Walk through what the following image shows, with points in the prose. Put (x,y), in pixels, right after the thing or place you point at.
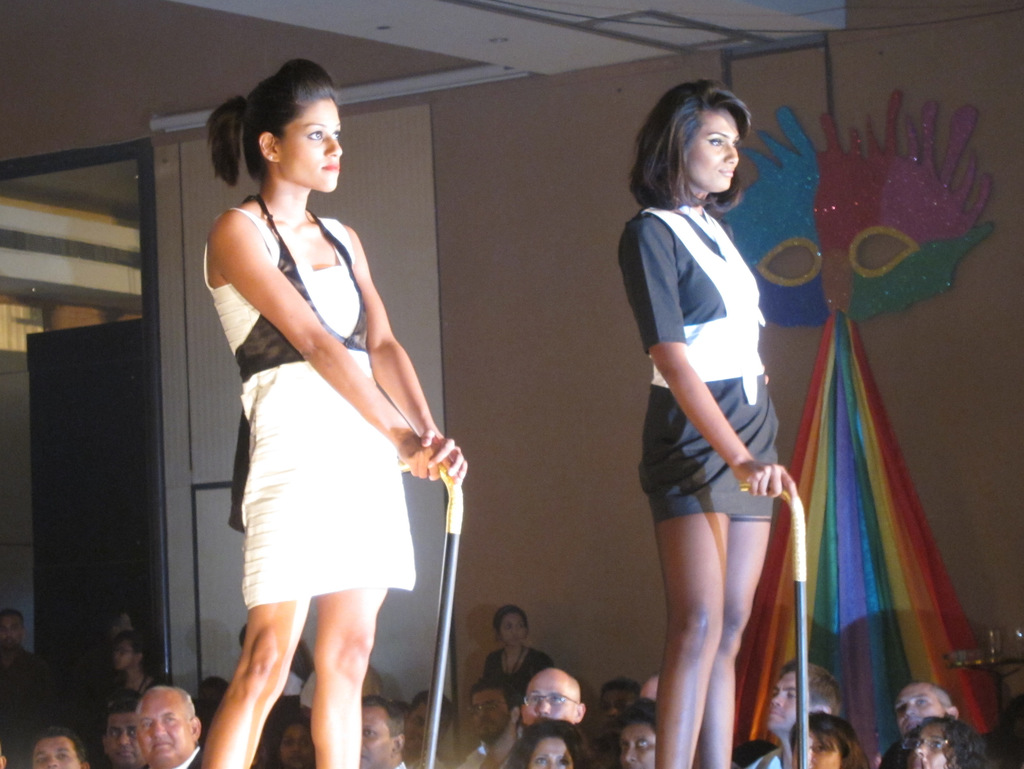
In the center of the image (357,396) we can see two ladies (288,186) standing and holding sticks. At the bottom (214,711) there are people (828,755). On the right (860,674) there is a cloth (845,669). In the background (853,191) we can see a decor (853,298) placed on the wall (967,488) and a door (51,404).
